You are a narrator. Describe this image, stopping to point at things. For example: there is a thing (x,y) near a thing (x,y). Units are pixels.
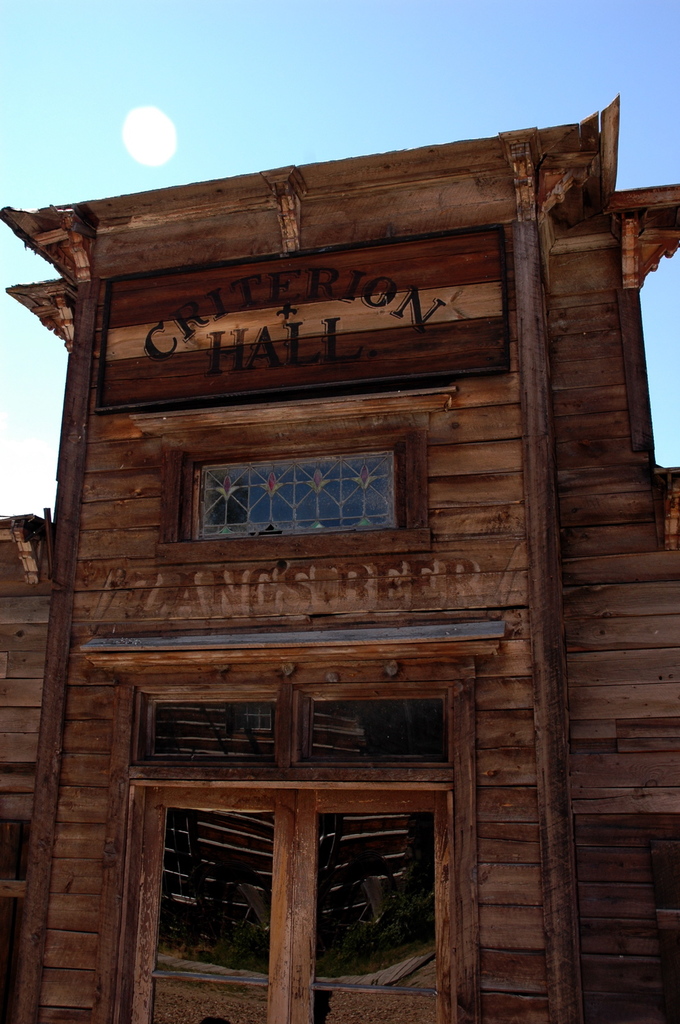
In this picture there is a building (318,581) in the center (325,537) with some text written on it.
